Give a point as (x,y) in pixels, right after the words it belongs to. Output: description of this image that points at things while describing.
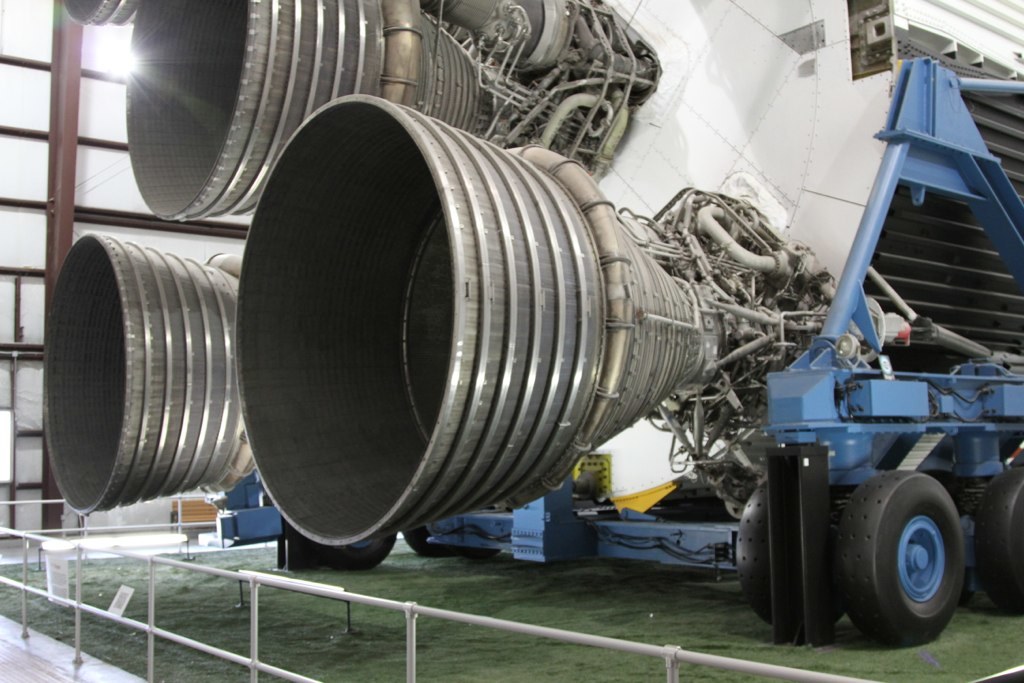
In this picture we can see big metal machines (284,265) and i think this is a vehicle (984,398) with wheels (858,557) and pole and this vehicle (796,438) is placed on a grass land (583,615) here we can see a fence (116,616) and above this we have a wall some metal pole (34,64).
